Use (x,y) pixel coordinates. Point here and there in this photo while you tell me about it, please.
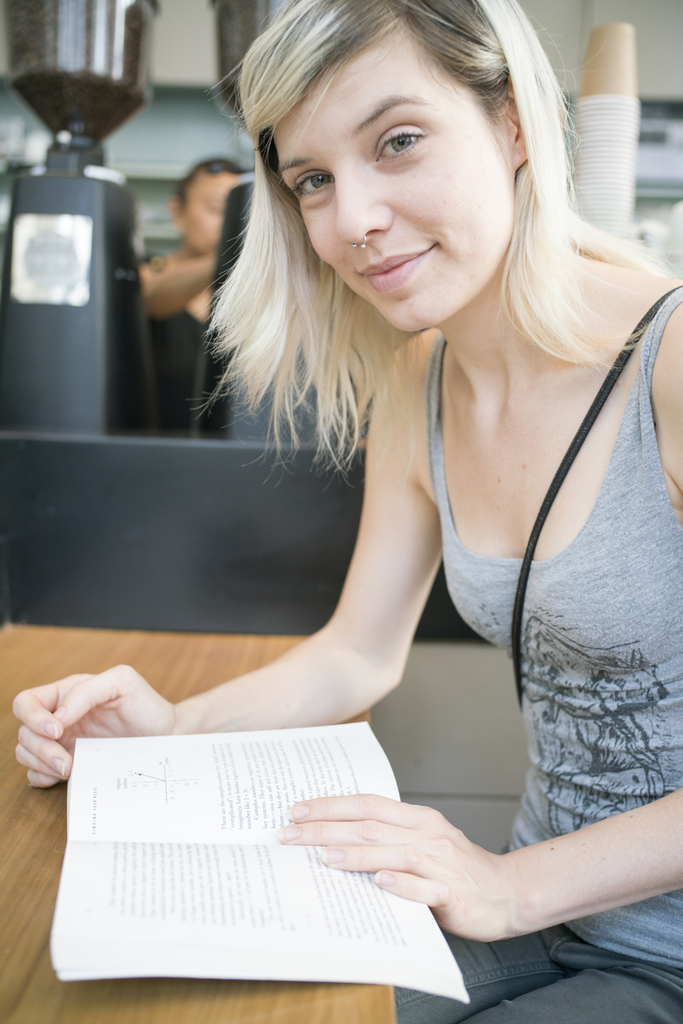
In the center of the image (415,438) there is a woman (561,549) sitting at the table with book (201,874). In the background (153,215) there are coffee machines (25,192), cups (602,49), person (201,295) and wall (561,29).
